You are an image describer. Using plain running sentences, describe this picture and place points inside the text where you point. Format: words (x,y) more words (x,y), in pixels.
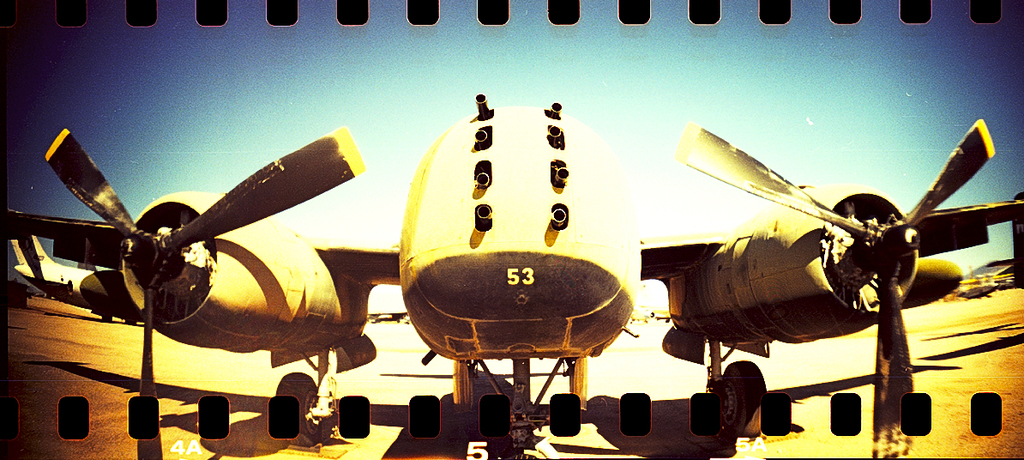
In this image we can see an aircraft (523,286). On the aircraft (498,284) we can see some text (530,270). At the top (370,44) we can see the sky (295,103). At the bottom (170,446) we can see some text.
